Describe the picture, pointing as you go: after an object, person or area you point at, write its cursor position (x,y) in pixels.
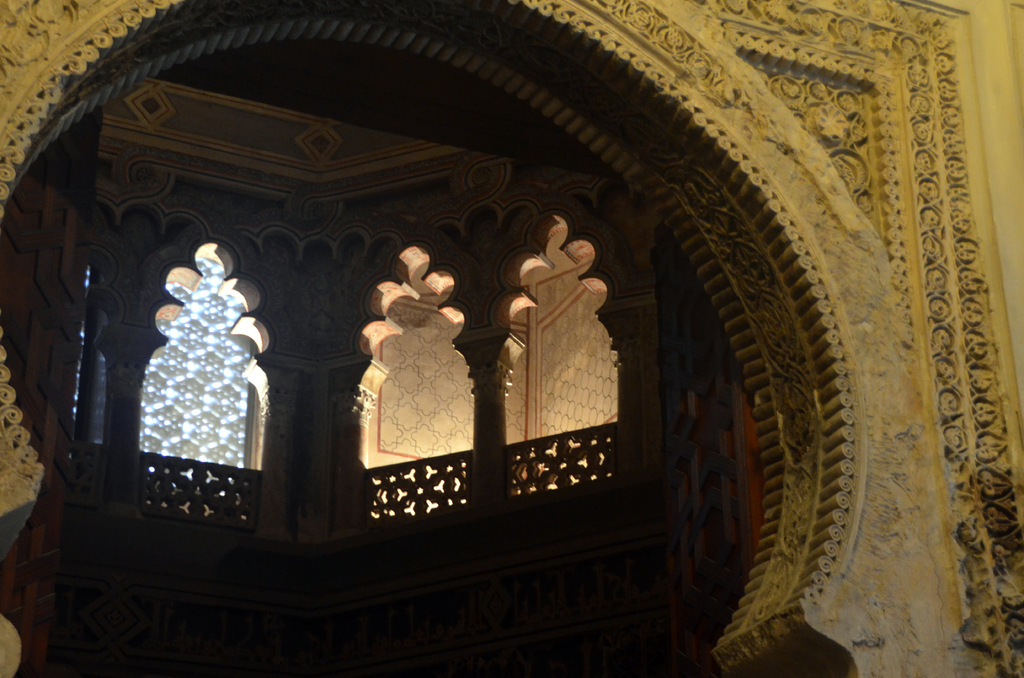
In front of the picture, it looks like an arch (83,86). On the right side (884,269), we see a wall (1013,226). In this picture, we see a building (468,181). We see the pillars (357,531) and the railing (545,444). In the background (614,560), we see a wall (549,380).
